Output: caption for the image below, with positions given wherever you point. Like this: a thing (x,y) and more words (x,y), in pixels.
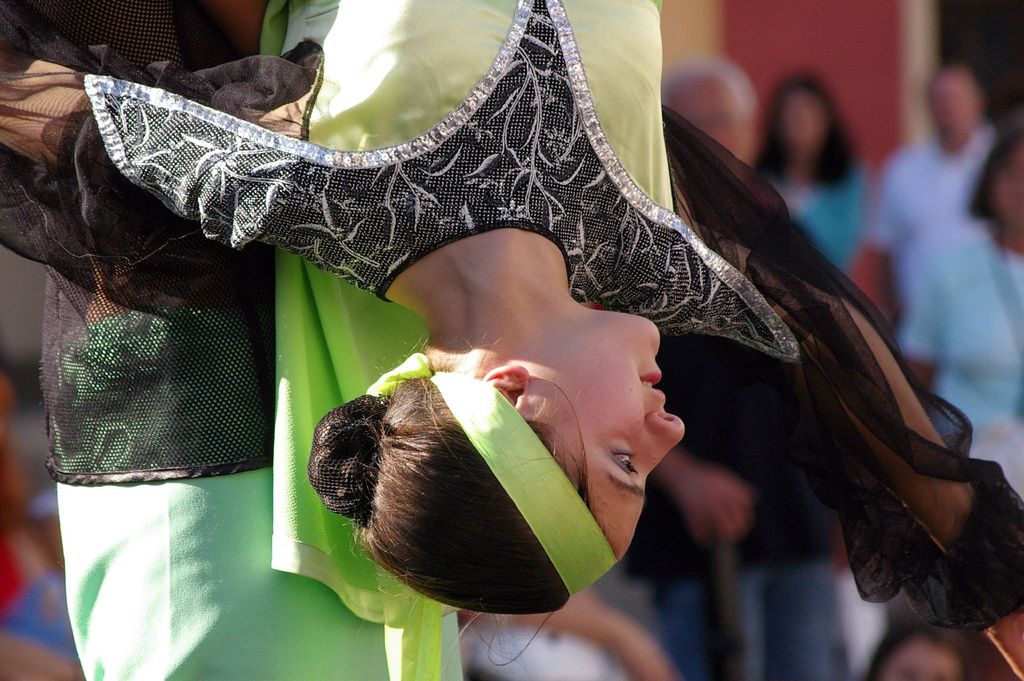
In the image we can see a woman (434,206) wearing clothes (412,154) and she is upside down position. There is a person (141,468) standing next to her, wearing clothes (193,353), and the background (844,115) is blurred.
